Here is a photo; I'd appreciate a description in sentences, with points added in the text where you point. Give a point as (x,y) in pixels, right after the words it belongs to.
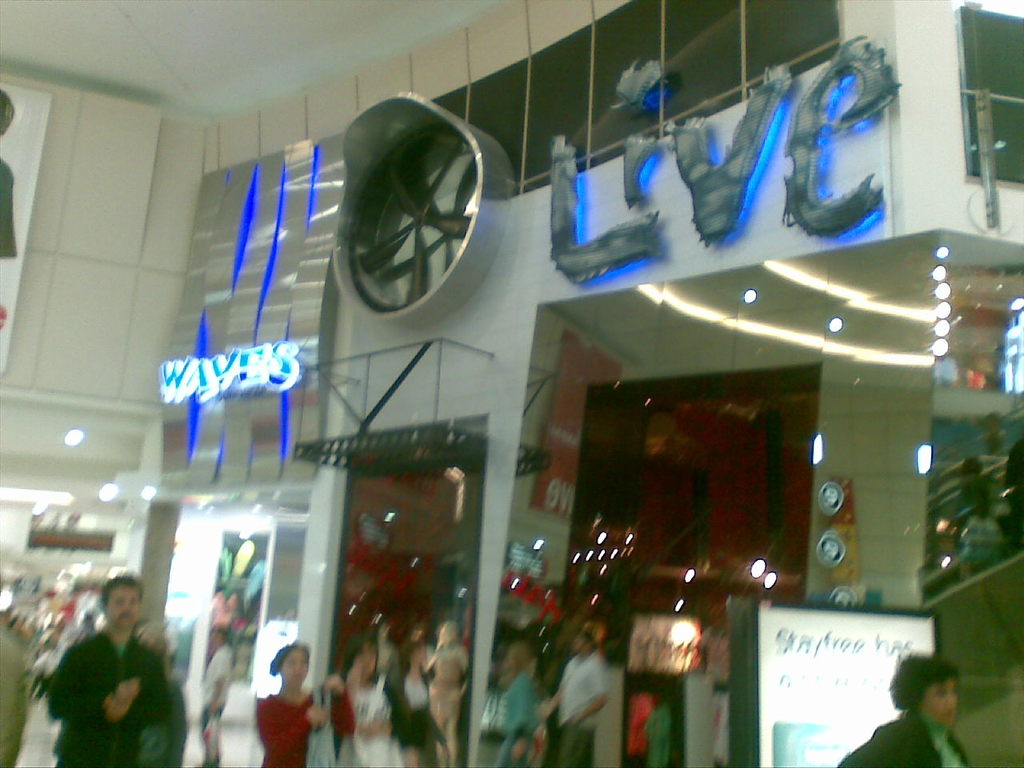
The image is taken inside the building (401,588). At the bottom of the image (169,707) we can see people (551,708) walking. There are boards (778,669) and we can see stores (633,506).
